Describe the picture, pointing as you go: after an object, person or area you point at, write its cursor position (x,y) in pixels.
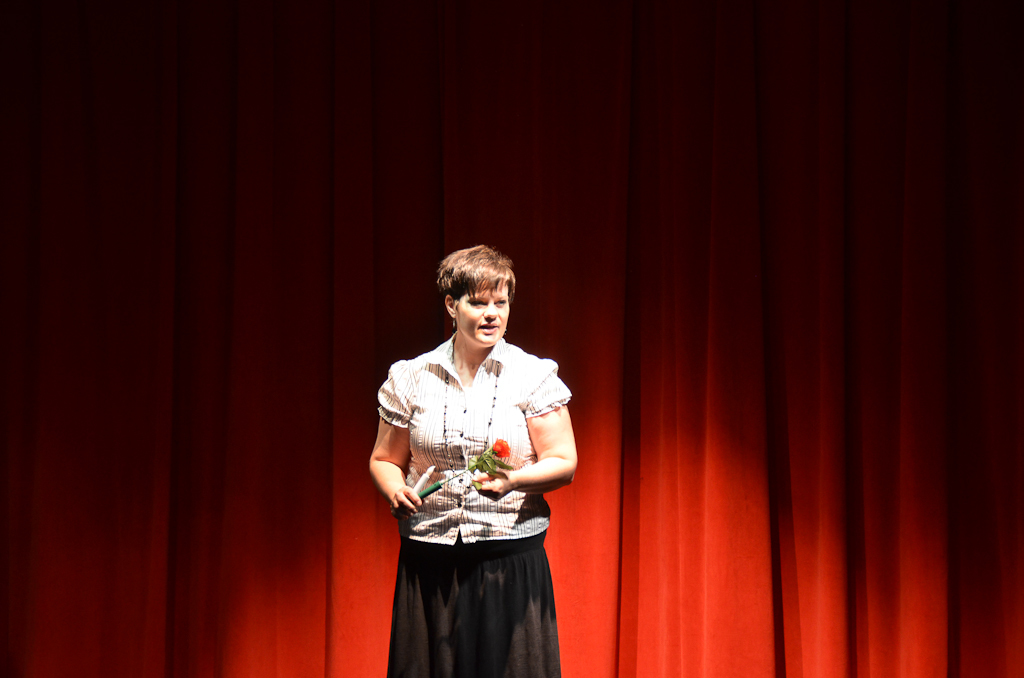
In the picture we can see a woman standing and holding a rose flower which is red in color and she is wearing a white shirt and in the background (686,601) we can see a curtain (701,604) which is red in color.
